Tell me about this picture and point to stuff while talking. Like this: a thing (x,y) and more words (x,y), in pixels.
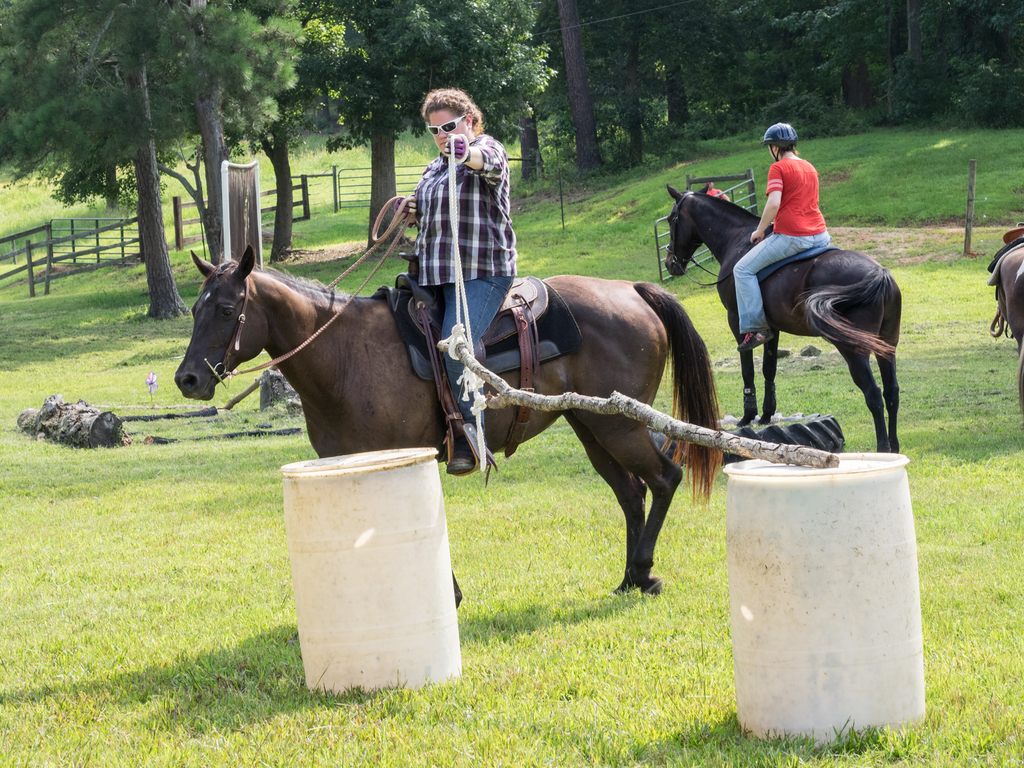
In this image there are people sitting on the horses (630,586). There are barrels (768,696). At the bottom of the image (594,664) there is grass (595,670) on the surface (612,689). In the background of the image (16,266) there is a wooden fence (49,255). There are trees (150,230). There are poles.
